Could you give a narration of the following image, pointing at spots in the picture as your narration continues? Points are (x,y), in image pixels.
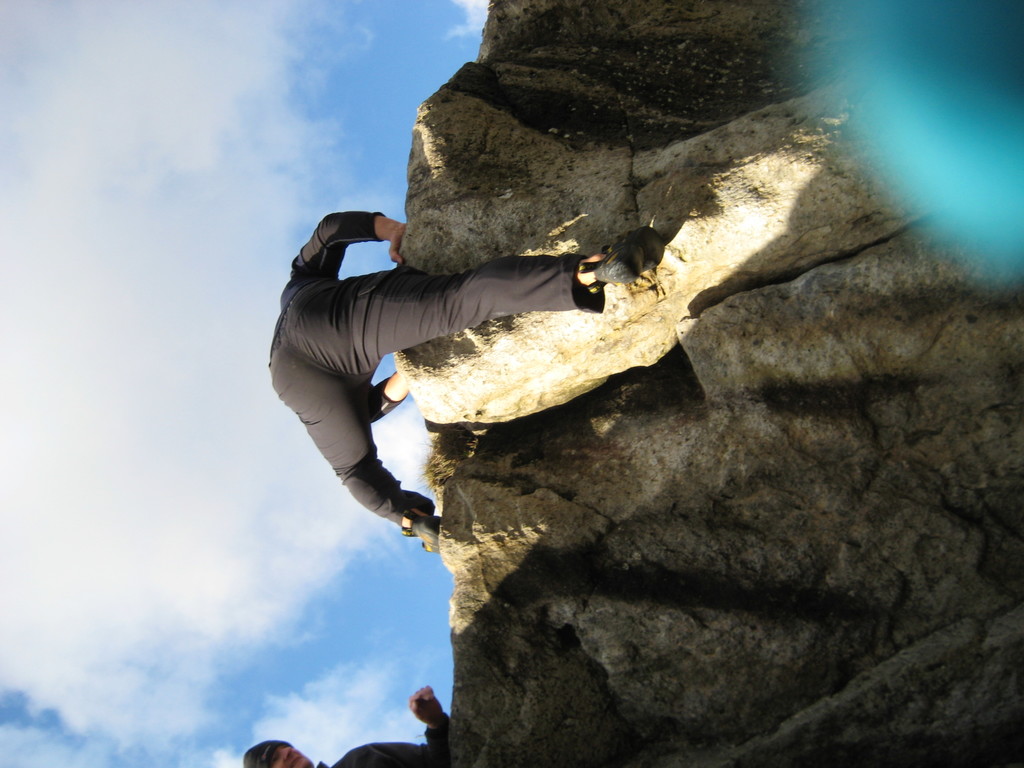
This is a tilted picture. We can see a man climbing a rock (780,430). At the bottom portion of the picture (412,765) we can see the partial part of a man (379,765). On the left side of the picture (155,185) we can see the sky (146,397).
